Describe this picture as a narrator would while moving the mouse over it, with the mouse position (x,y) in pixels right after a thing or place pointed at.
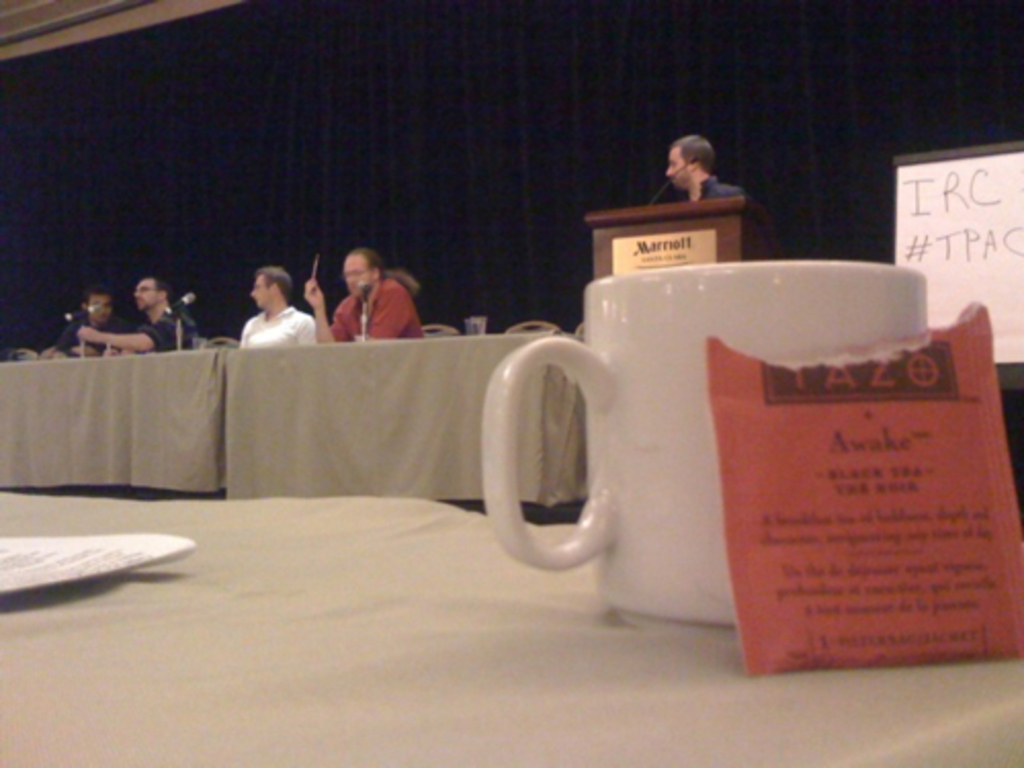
In the image we can see there are people (401,309) who are sitting on the chair (516,334) in front of them there is a table (331,352) and behind them there is a blue colour curtain (483,99) and beside the table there is a man (685,160) who is standing behind the podium (658,236) and in front (692,295) there is a tea cup (680,419) and a half packet of tea (898,480).
